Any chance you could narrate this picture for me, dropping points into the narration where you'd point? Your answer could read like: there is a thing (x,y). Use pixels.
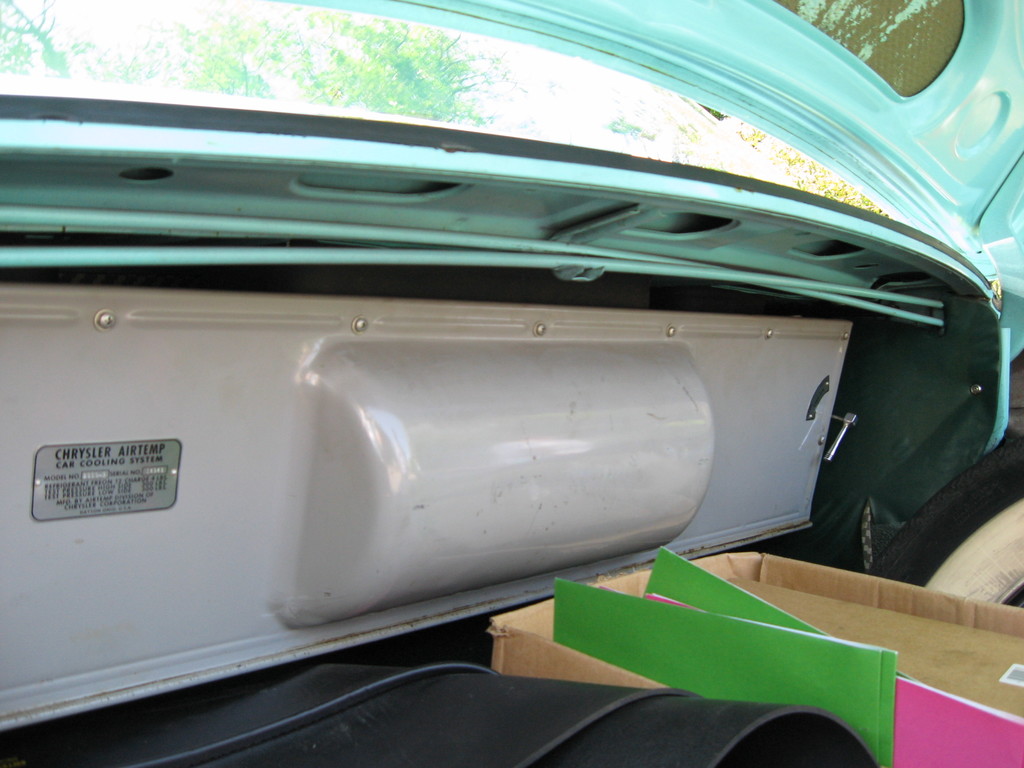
This is the picture of a vehicle (685,431). In this image there is a cardboard box (818,624) and there are files (879,691) and some other objects (235,730) inside the vehicle (439,329). At the top (274,89) there are trees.
